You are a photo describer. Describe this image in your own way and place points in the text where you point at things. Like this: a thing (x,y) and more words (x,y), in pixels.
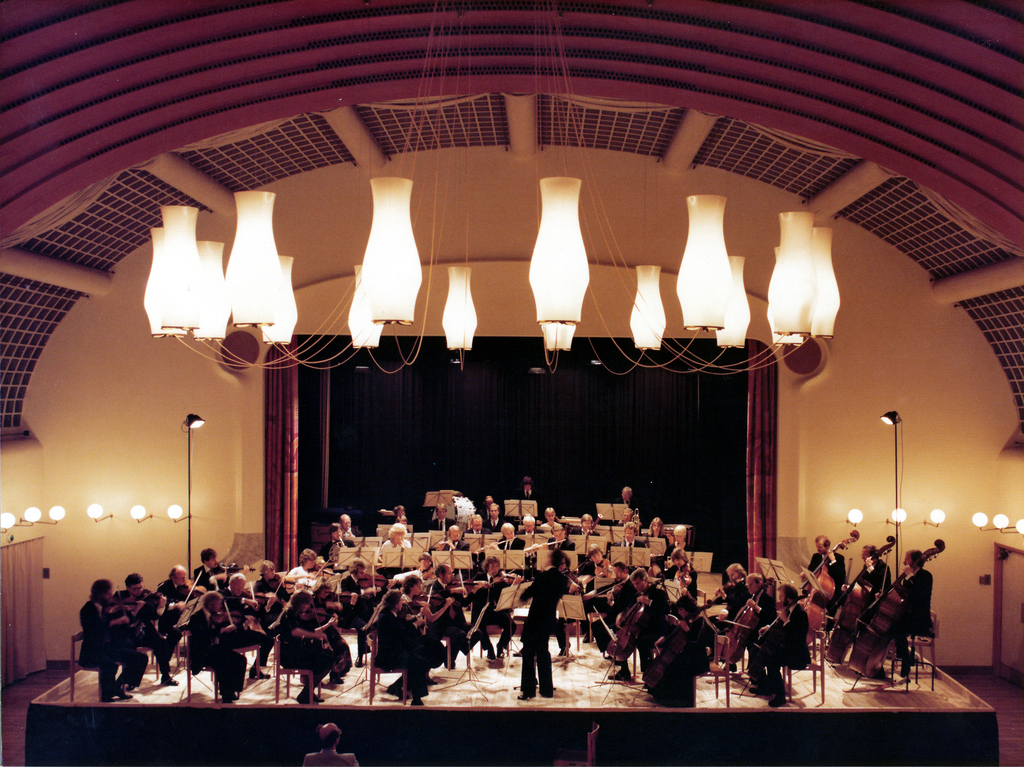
This image consists of many persons (210,569) playing violin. All are wearing black dresses (662,595). At the bottom (329,762), there is a man (317,757) standing. At the top (789,250), we can see many lights (462,336) hanged to the roof (26,285). In the background (517,339), there is a wall (145,451) along with the curtain (520,421).
